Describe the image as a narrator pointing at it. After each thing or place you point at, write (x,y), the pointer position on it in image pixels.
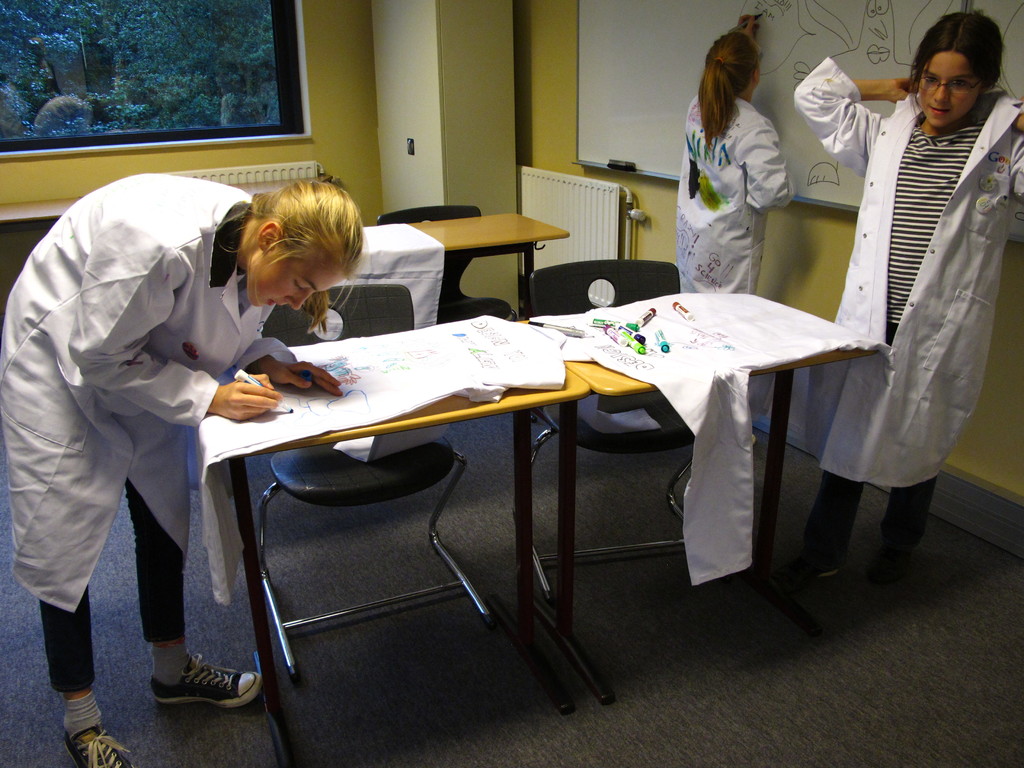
In this picture there were three women (706,100) in a room (602,577). One woman (341,192) towards the left (21,327) and two women (820,91) are towards the right (936,398). The room (573,149) was filled the tables (560,617) and chairs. In the center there is a cupboard (500,110). In the background (287,40) there is a frame (35,25) with some trees (193,80). The person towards the right (714,284), she is facing towards the board (781,23) and drawing something. The person (264,343) towards the left (25,572), she is drawing on the coat (490,346).
